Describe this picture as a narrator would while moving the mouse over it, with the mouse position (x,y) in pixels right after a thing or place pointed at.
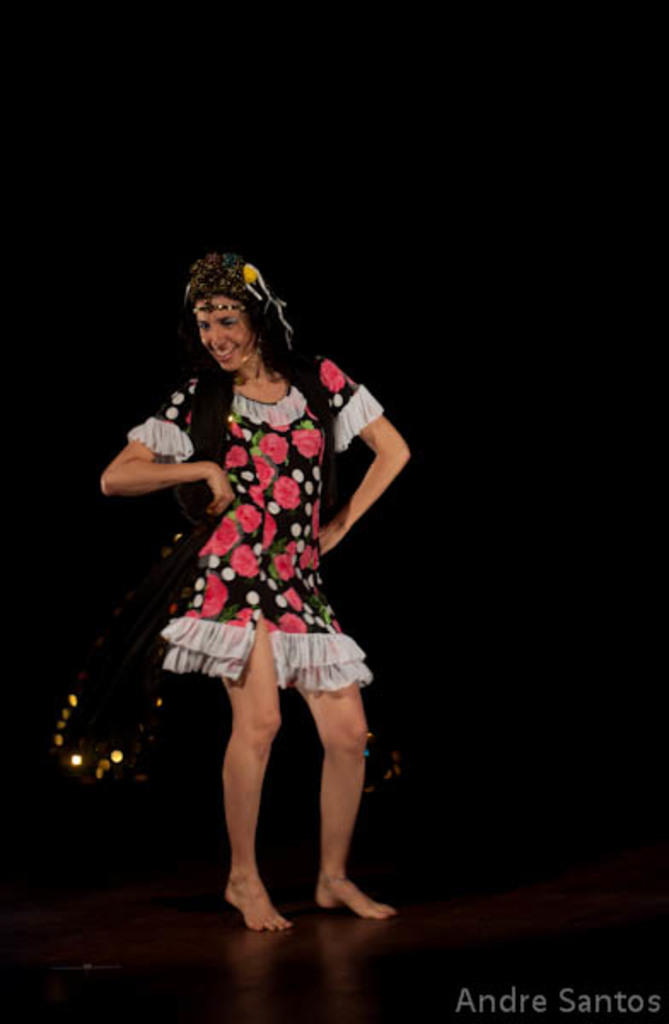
In this picture I can see there is a woman (330,795) dancing and she is wearing a black dress (279,480), with floral print (286,480) on it and she is looking at floor (110,1008) and smiling. She is wearing a black coat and the backdrop (607,759) is dark. There is a watermark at right bottom of the image (639,993).
